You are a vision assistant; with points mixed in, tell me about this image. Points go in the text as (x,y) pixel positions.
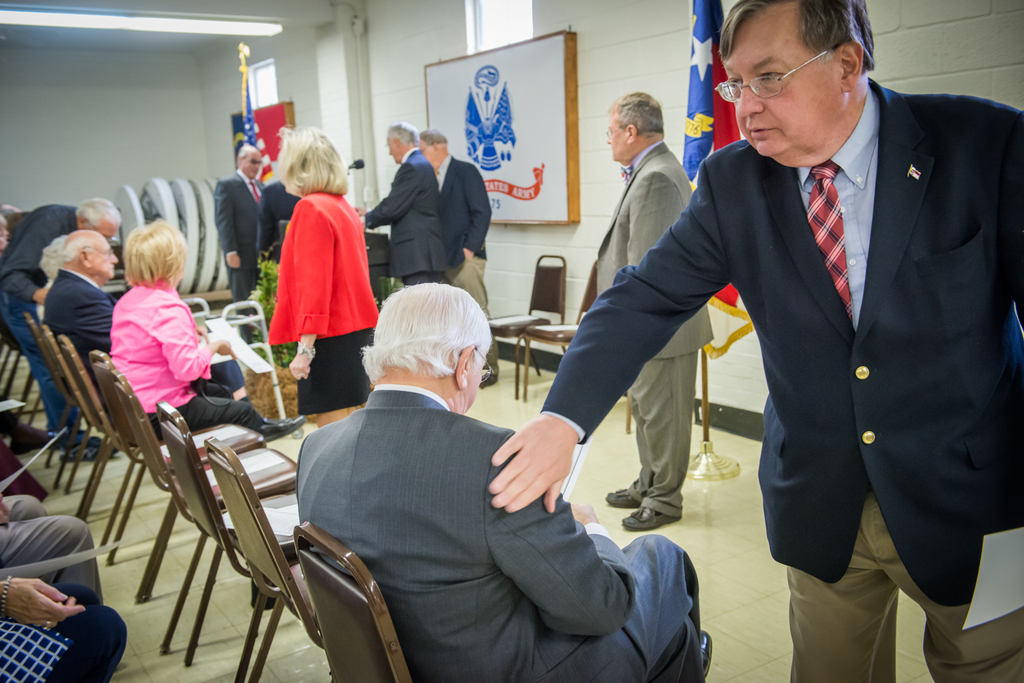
In this image I can see number of people (612,560) where few of them are sitting and few are standing. In the background (582,68) I can see few flags (697,19) and a board (557,137) on this wall (537,32). I can also see few chairs (523,315) over there.
